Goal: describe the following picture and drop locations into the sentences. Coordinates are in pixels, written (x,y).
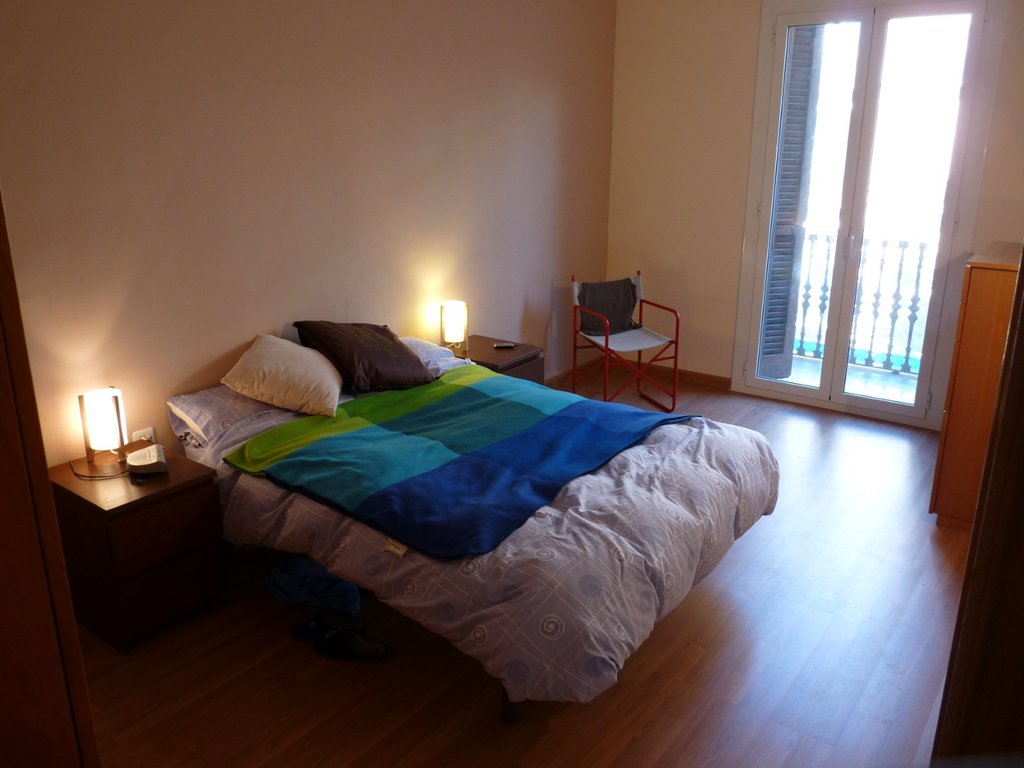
In this room (415,200) there is a bed (563,552) covered with a blanket (428,506) and a pillows (282,394) and a chair (623,347). There is a lamp stand (110,445). There are shoes (333,629) on the floor (350,611). At the background (848,165) there is a window-glass (829,166) and a wall (620,179).
